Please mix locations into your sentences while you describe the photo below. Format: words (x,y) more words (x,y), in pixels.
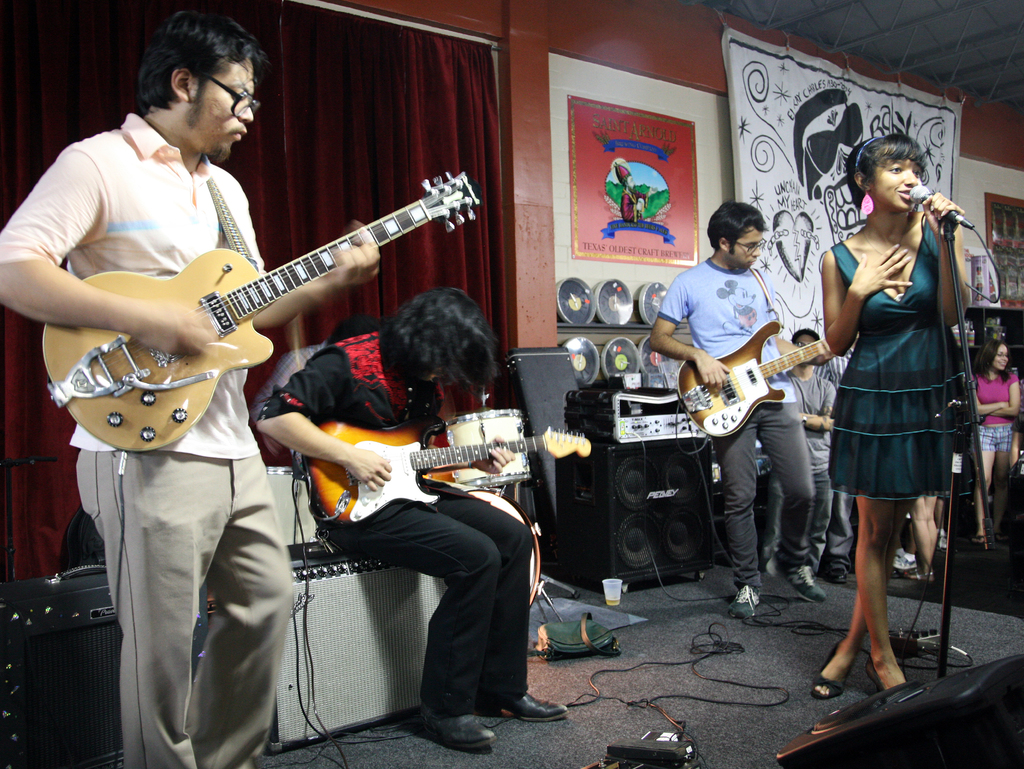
This image is clicked in a musical concert. There are so many people (462,665) in this image, some of them are playing musical instruments (438,216). The girl (911,283) who is on the right side (868,371) is singing something. There is a banner (769,175) behind them and on the left side (279,230) there is a curtain (388,249) which is in maroon color. There are speakers (620,447) in the middle (595,492). There are wires (693,649) in the bottom (624,702).
